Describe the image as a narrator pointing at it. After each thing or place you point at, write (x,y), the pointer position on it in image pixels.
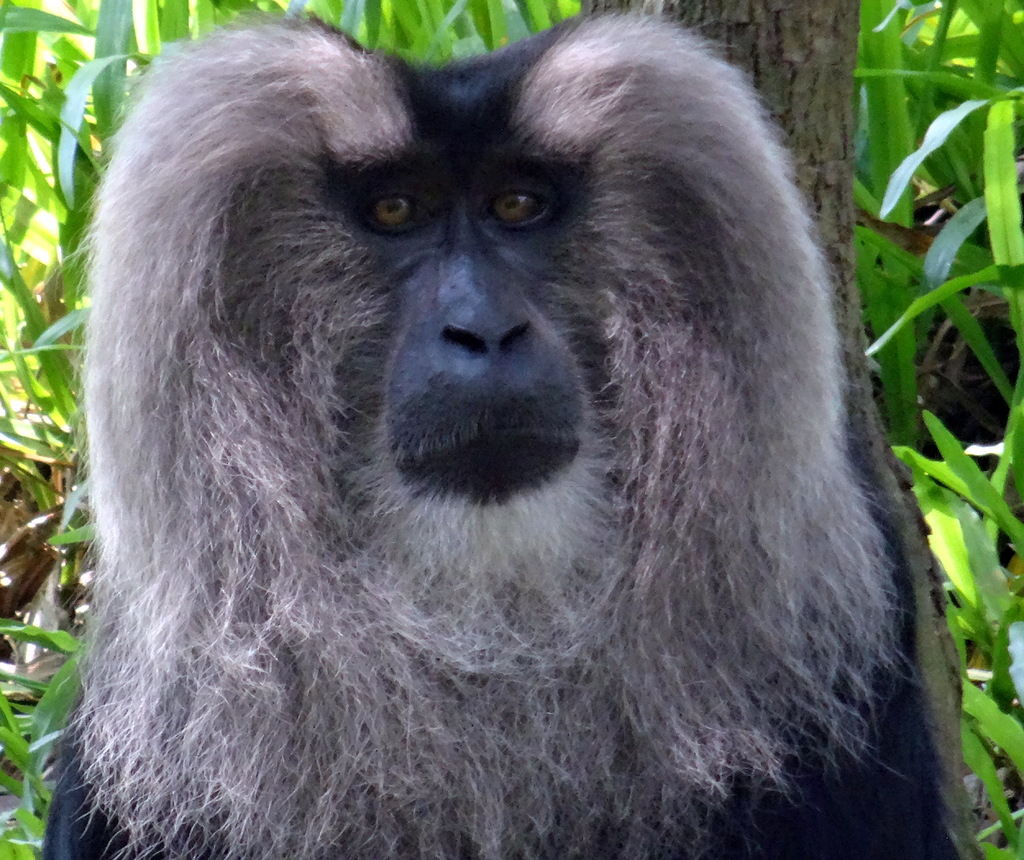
In this image in front (510,219) there is a monkey (441,247). Behind the monkey (686,121) there is a tree trunk (926,637). There are plants (349,12).
